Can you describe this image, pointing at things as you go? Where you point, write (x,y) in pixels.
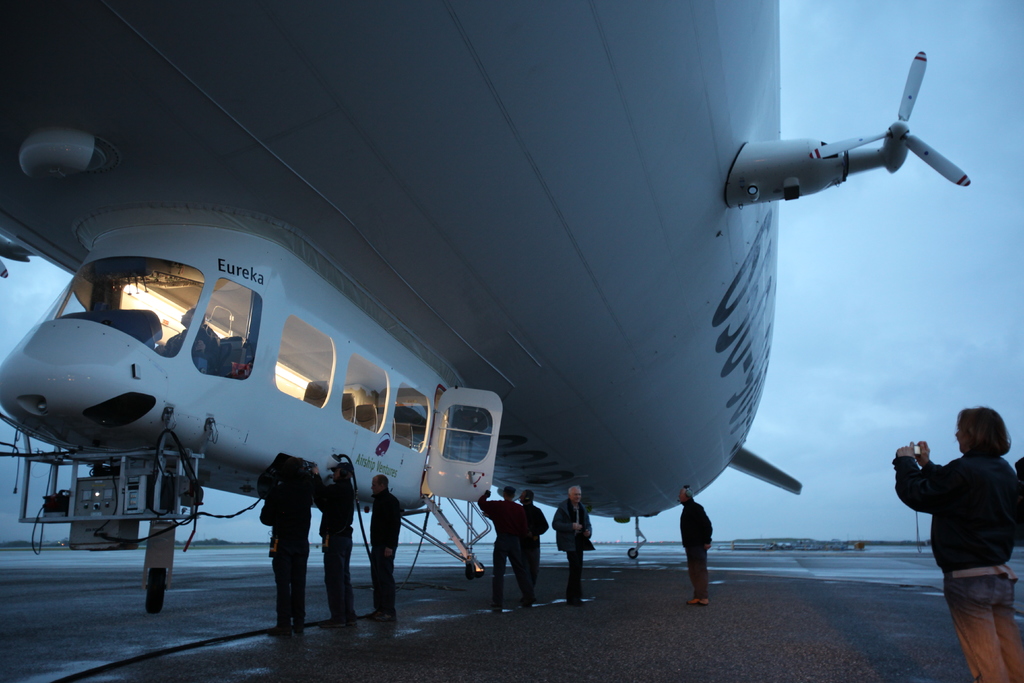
In the center of the image (419,312) there is an airship (382,406). At the bottom of the image (1013,528) we can see persons (1005,541). In the background (795,458) there is a sky (858,296).
